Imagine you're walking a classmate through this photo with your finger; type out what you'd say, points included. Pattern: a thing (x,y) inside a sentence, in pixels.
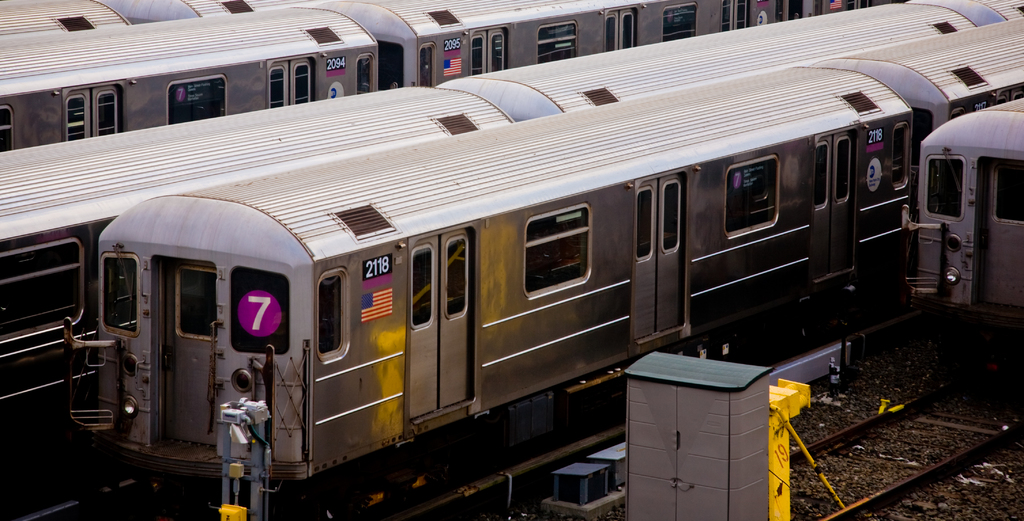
In this picture we can see few trains (565,166) on the tracks (897,454), beside to the train (577,200) we can find a box (708,447) and few metal rods (770,420).
